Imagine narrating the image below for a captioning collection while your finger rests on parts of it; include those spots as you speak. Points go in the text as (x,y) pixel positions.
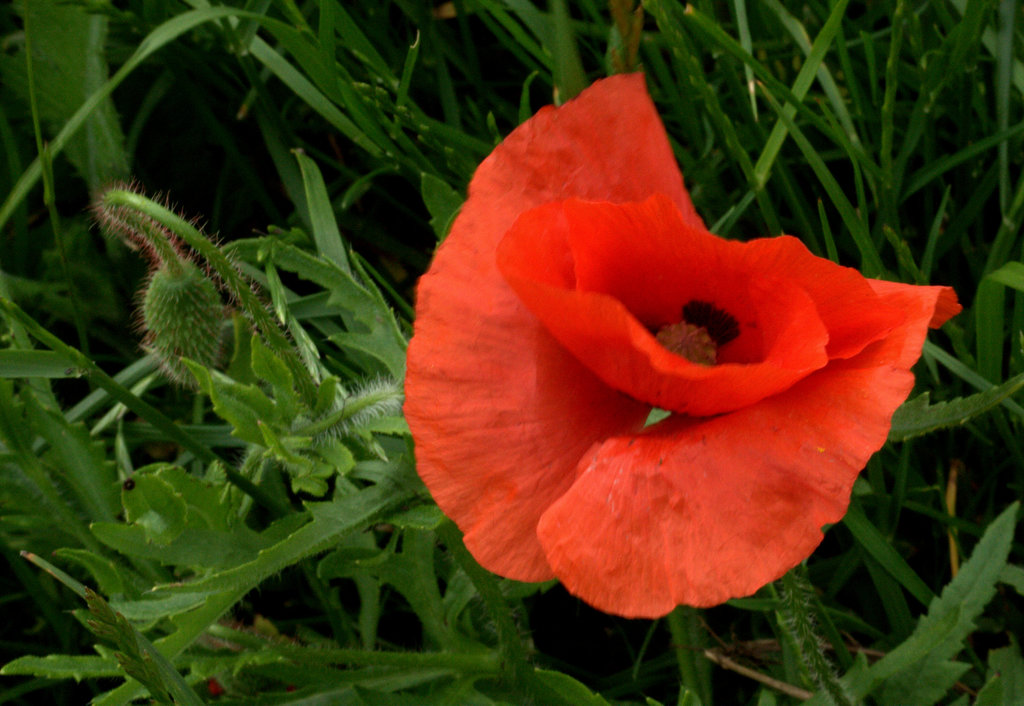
In this image there is a flower (561,364), behind the flower (517,413) there are plants (264,197).
